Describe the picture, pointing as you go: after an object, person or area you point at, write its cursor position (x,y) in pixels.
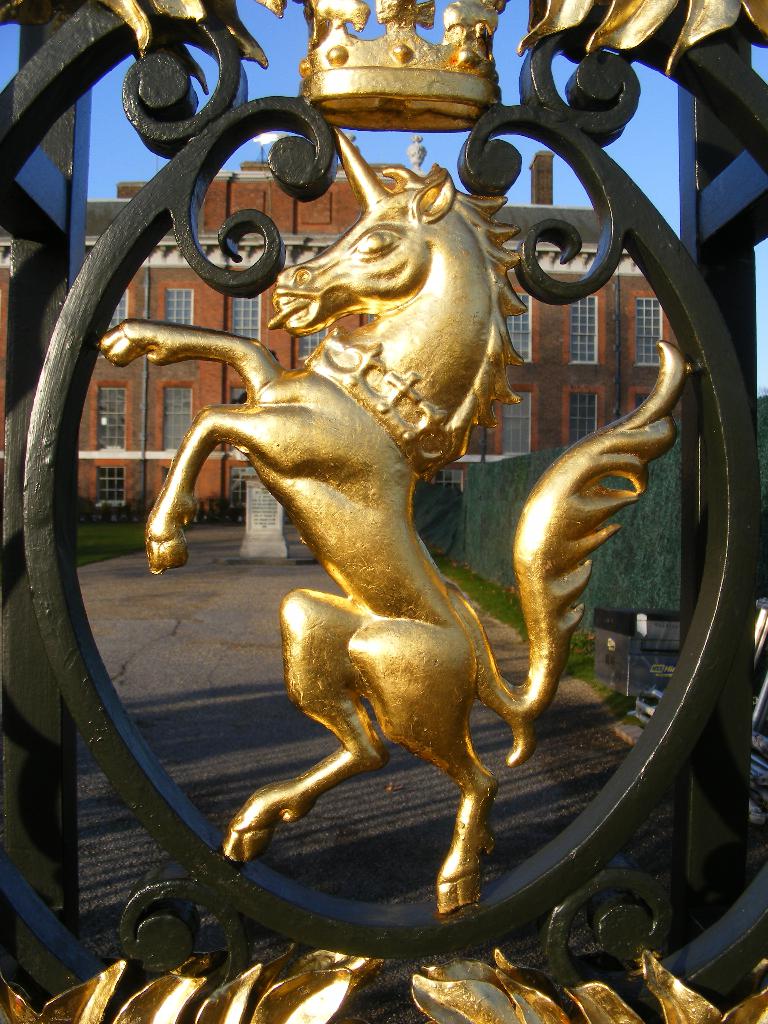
In this picture we can see a horse sculpture (331,440) which is in gold color to the iron gate (170,88). Behind the sculpture (317,458) there is a building (169,395) and the sky (439,153).
